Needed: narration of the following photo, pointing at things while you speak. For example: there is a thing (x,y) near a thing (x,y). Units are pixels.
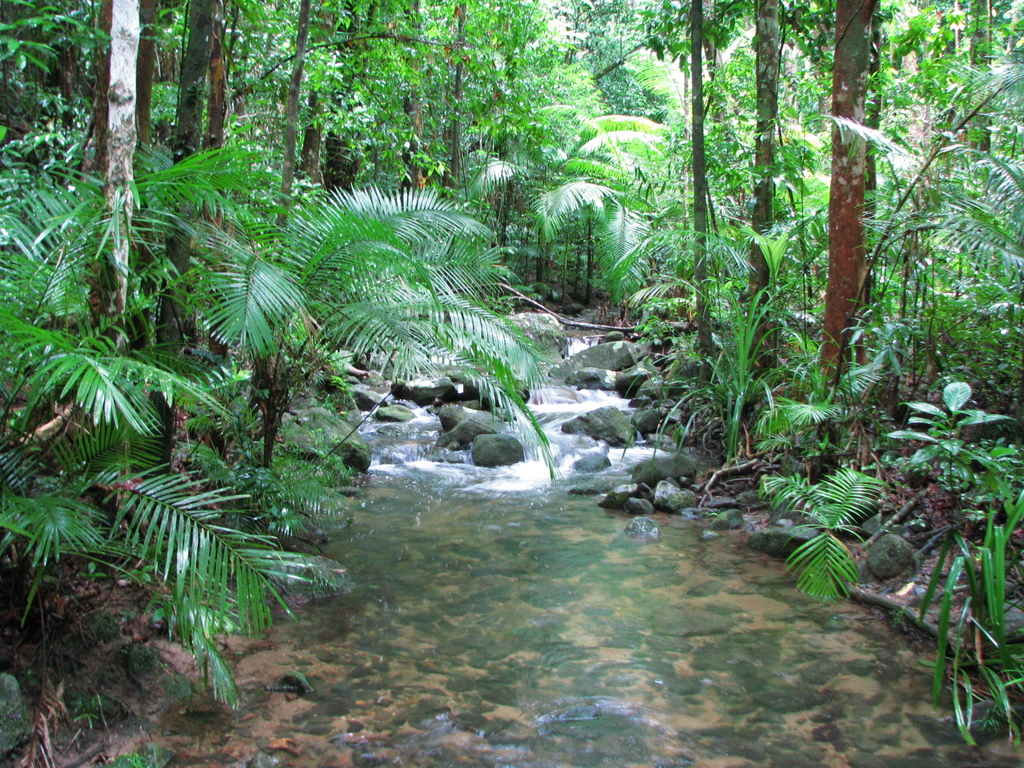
In the center of the image (412,497) there is water (479,575). In the background of the image (380,418) there are rocks (633,404) and trees (483,116).
